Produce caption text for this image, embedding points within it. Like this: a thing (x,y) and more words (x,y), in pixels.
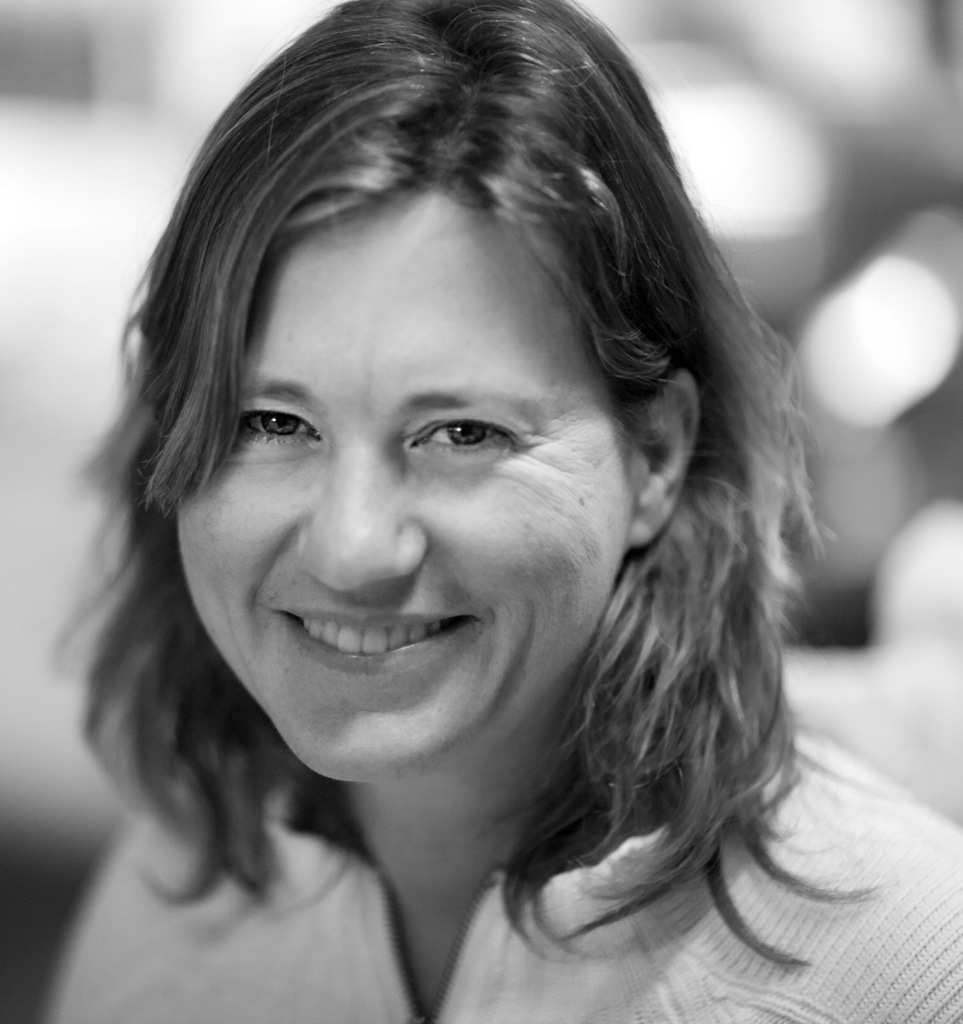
In this image truncated towards the bottom of the image (256,1007), the background of the image (884,280) is blurred.
